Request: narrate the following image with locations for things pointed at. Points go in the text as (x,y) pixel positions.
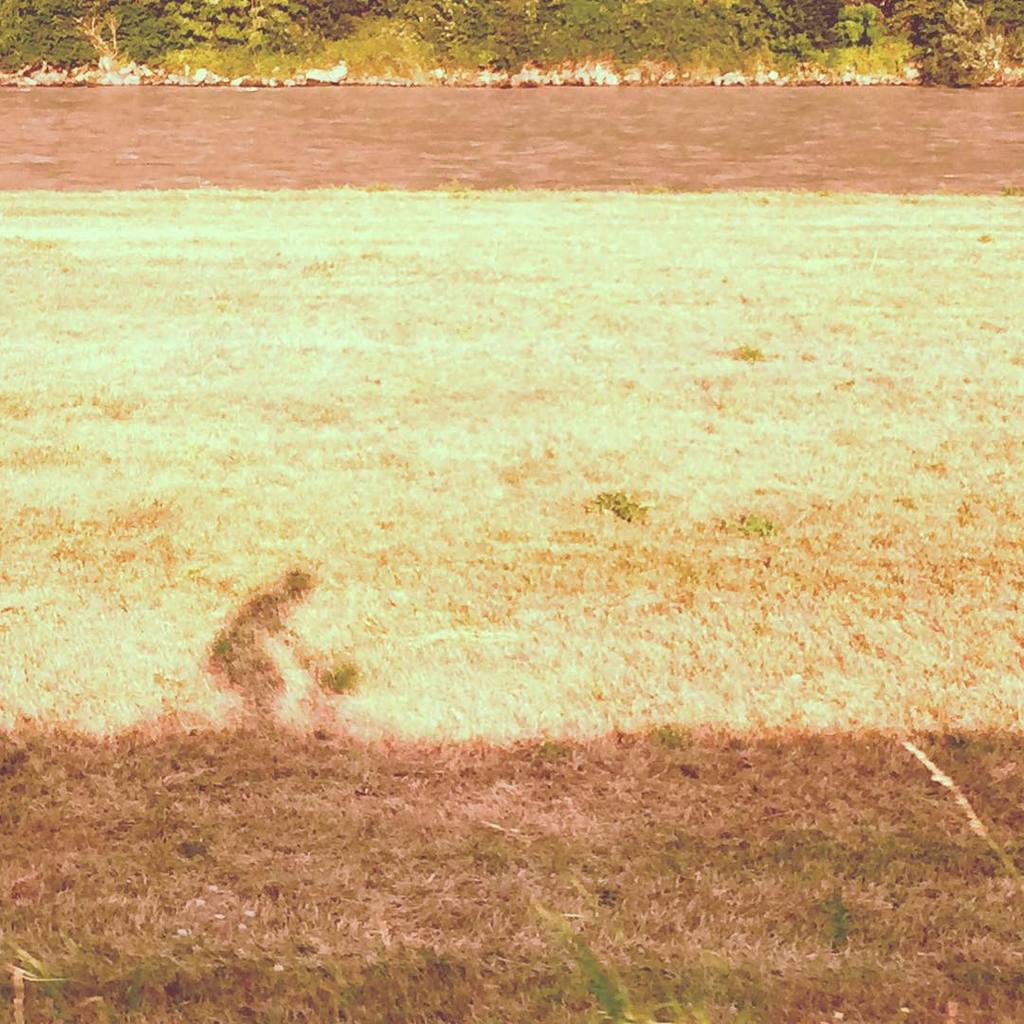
In this image I see the ground (427,353) on which there is grass (102,479) and plants (947,41) and I see the water (393,104) over here and I see the shadow (192,1014) over here.
